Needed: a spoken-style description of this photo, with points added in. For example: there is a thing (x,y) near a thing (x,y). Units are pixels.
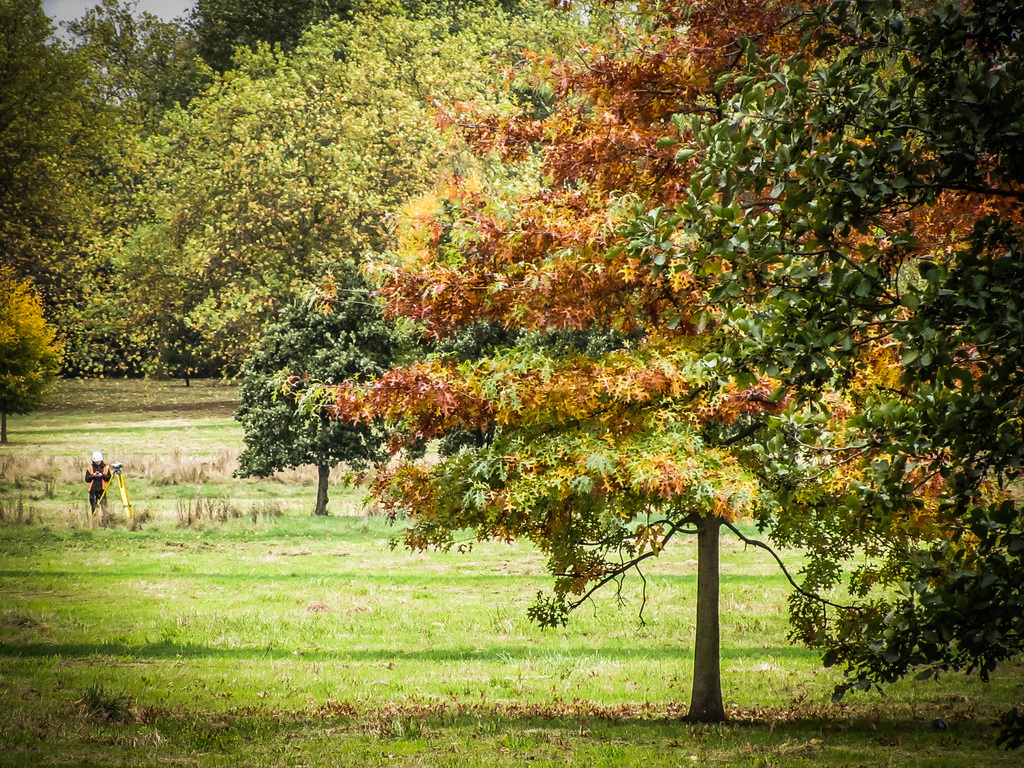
In this image we can see a group of trees (506,280). To the left side of the image (95,483) we can see a person (108,481) wearing uniform (99,467) and helmet (97,454) is standing on the ground (84,518) and a stand (125,487) is placed on the ground (138,535). In the background (174,13) we can see the sky (158,9).
